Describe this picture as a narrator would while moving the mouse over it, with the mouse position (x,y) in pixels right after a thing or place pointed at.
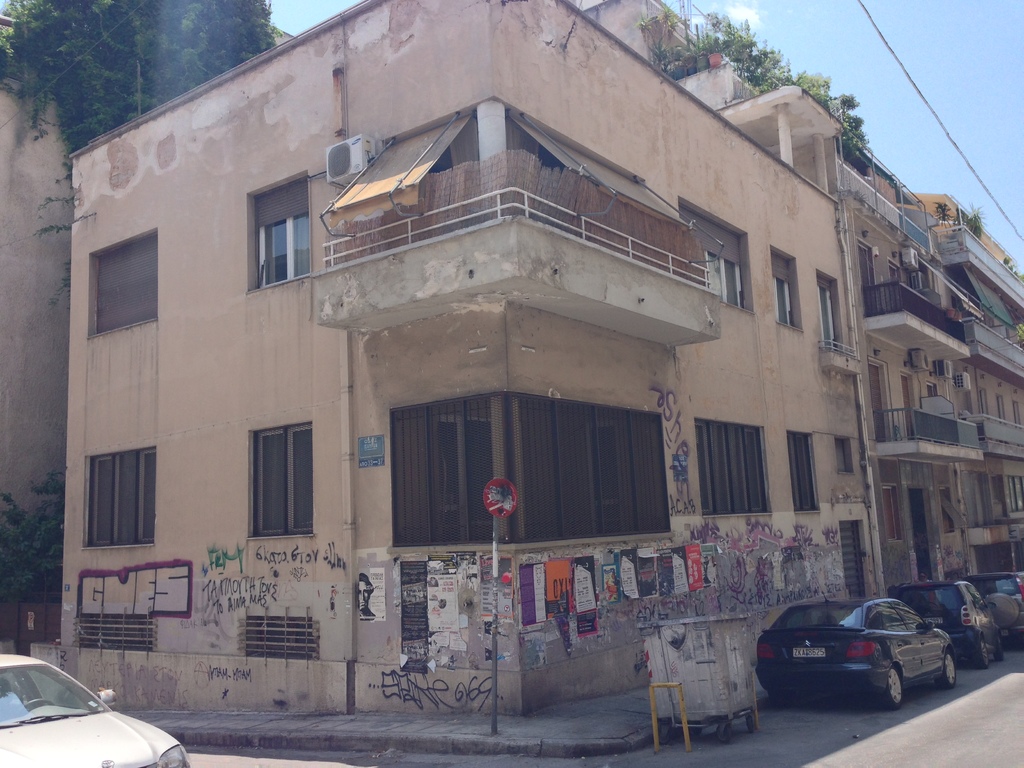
In this image we can see a building (714,70) and some potted plants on top of the building (753,174), there are some cars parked in front of the building (519,32) and a sky (838,53).
